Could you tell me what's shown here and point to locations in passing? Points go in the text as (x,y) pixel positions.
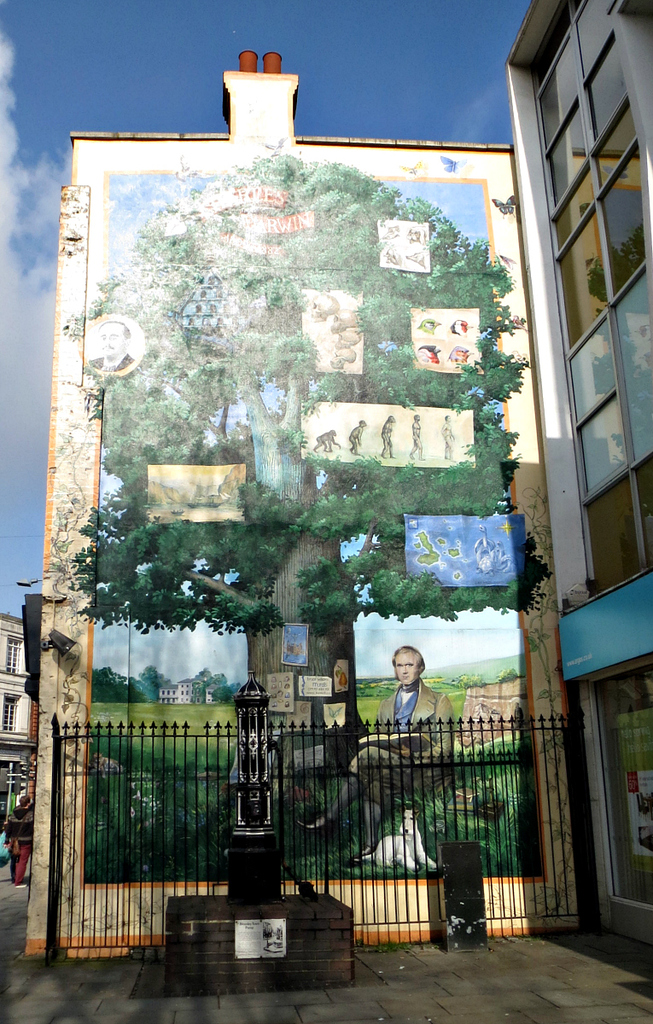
In this image I can see few buildings (576,506), glass windows (597,457), statue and fencing (61,845). I can see a painting (286,534) of the person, dog (401,838), tree (275,443) and few objects (469,544) on the wall (417,168). The sky (393,132) is in white and blue color.
